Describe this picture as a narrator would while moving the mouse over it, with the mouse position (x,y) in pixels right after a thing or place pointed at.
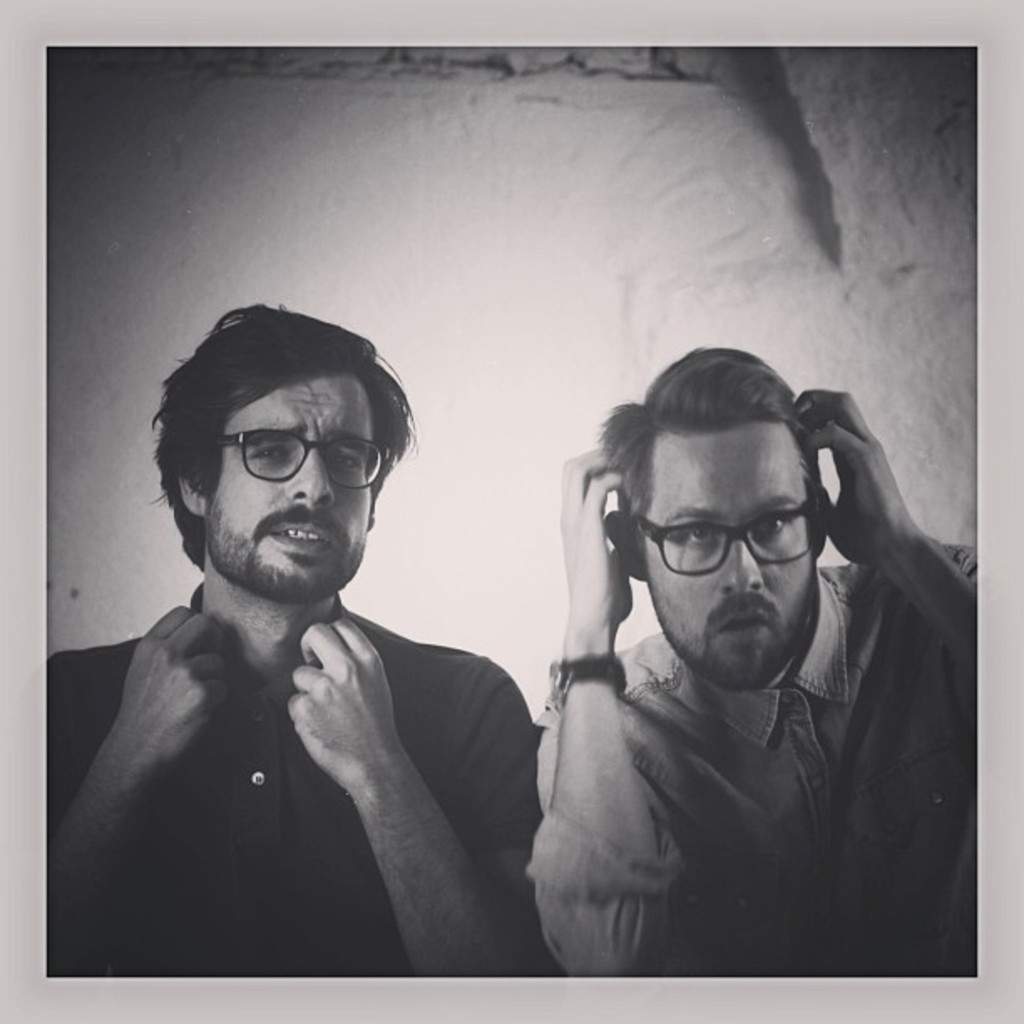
This is a black and white image. I can see two men (540,799) standing. They wore shirts (286,858) and spectacles (695,537). I think this man (770,774) is adjusting his hair (747,419). This looks like a wall (723,160).
